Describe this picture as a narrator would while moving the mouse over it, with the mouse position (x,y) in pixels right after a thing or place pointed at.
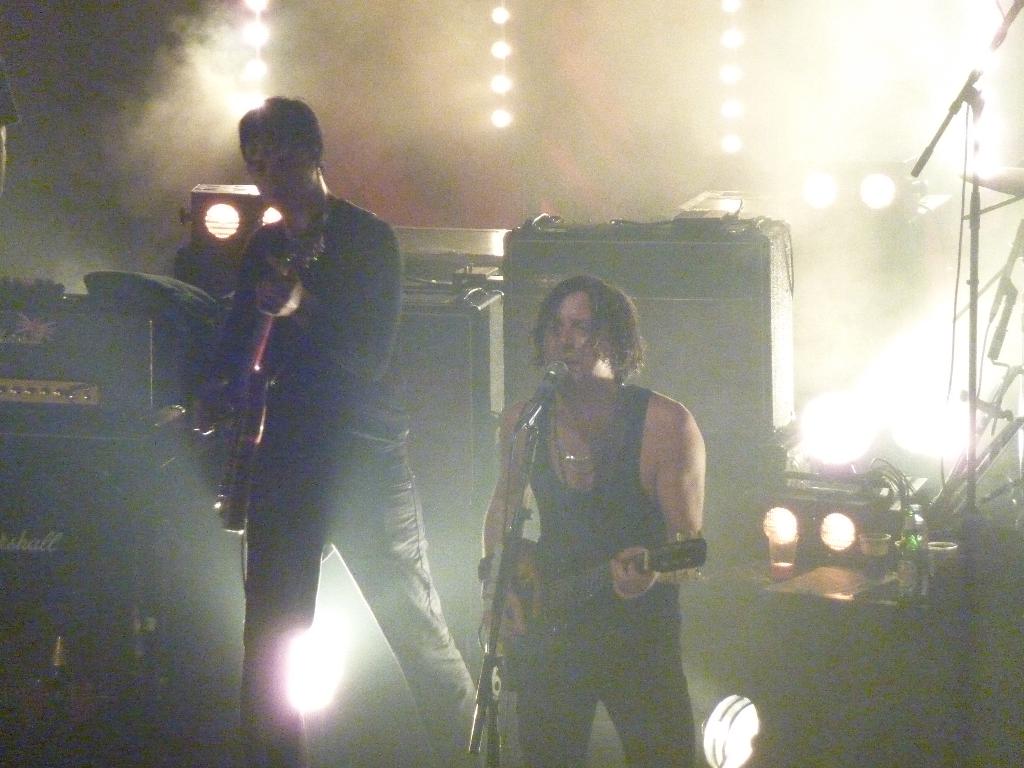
In this image we can see these two people (225,418) are holding guitars (563,582) in their hands (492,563) and playing it and this person (594,399) is singing through the mic (550,377) which is in front of him. In the background (734,339), we can see speaker boxes (48,449), lights (815,438) and glasses (886,554) here also we can see smoke (610,76) here.
